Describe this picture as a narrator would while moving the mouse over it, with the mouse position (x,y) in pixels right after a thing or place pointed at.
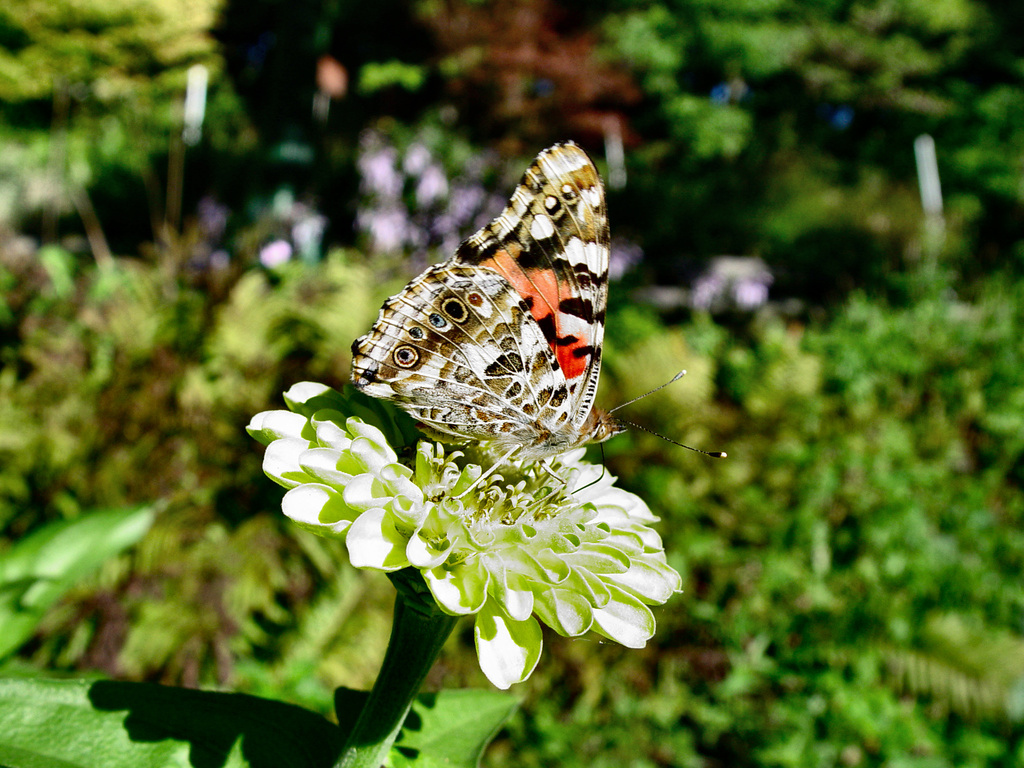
In this picture I can see a butterfly (512,343) on the flower (513,524), behind there are some trees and plants (708,548).
